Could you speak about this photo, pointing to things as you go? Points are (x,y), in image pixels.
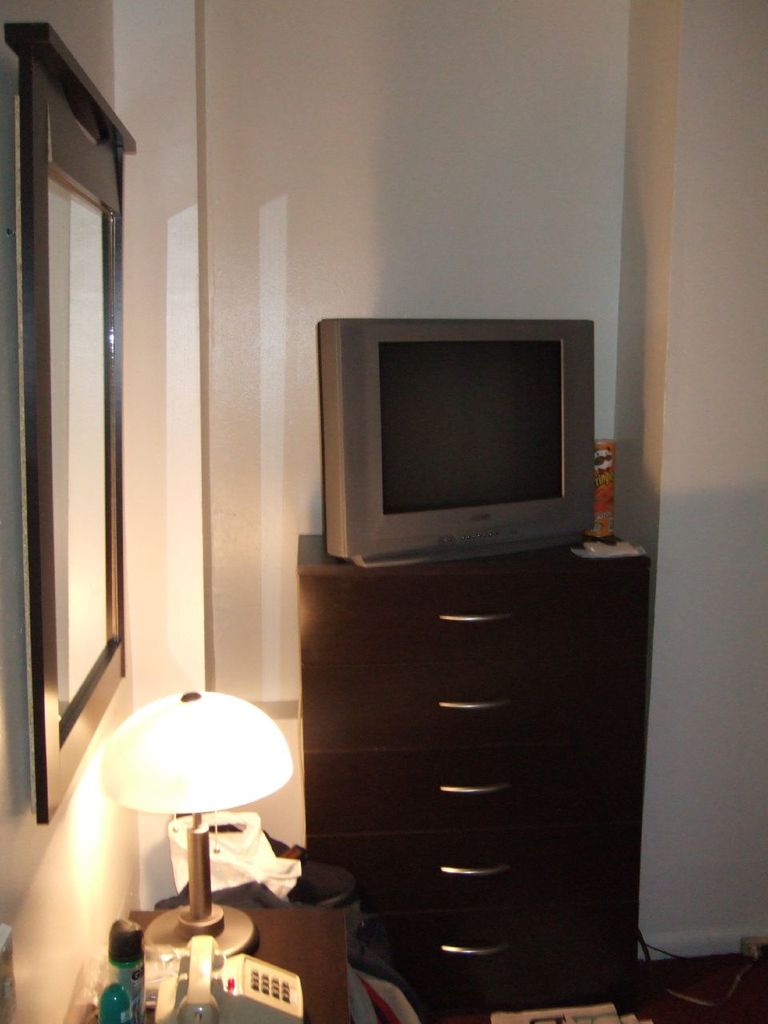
There is a TV (457,426) in a room (475,499) on a stand (342,594) which is having five drawers (432,768). Each drawer (472,622) having one handle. There is table lamp (258,742) on the table (297,919). There is a land phone (256,985) on the table (290,948) also. There is a packet of chips (610,503) beside the TV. The wall (574,66) is white in color. There is a frame like structure (20,143) in the wall (144,632). There are bottles (124,982) on the table (326,973).
